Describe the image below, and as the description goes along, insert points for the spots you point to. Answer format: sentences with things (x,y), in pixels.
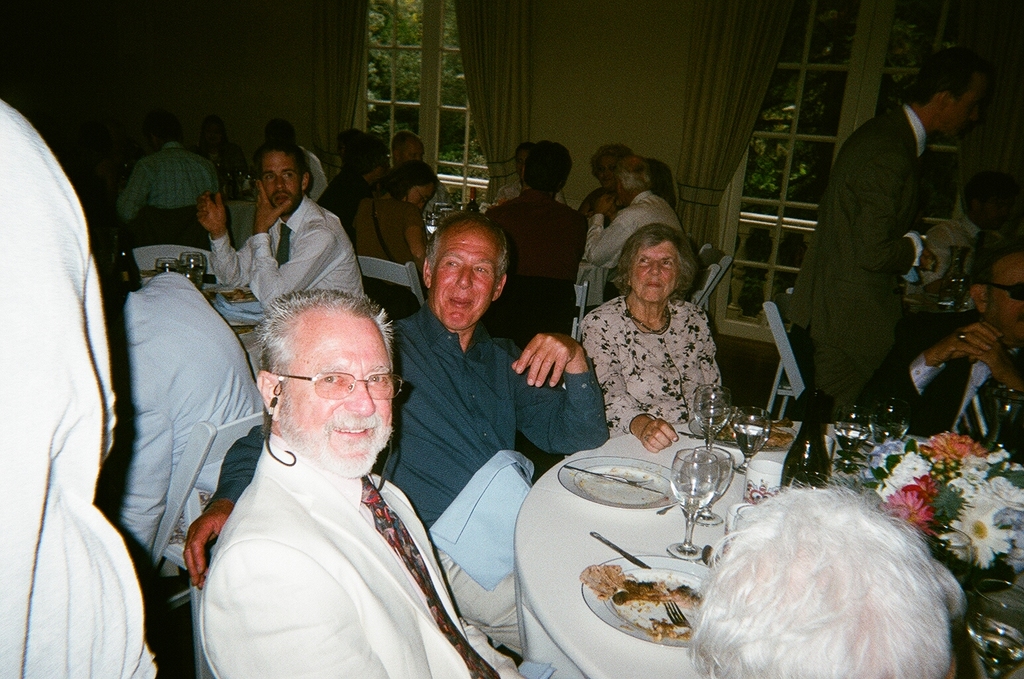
The picture is taken inside a room (935,440). There are many people (539,407) sitting on chairs (383,265). On the dining table (582,500) there are plates (683,583) with food (650,597), fork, spoon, glasses (711,474), bottles (808,436), bouquet (944,466). In the background (440,108) there are glass windows (886,72) through which we can see outside there are trees (412,33). There are curtains (751,92) in the background (351,71). On the floor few people (60,355) are standing.
